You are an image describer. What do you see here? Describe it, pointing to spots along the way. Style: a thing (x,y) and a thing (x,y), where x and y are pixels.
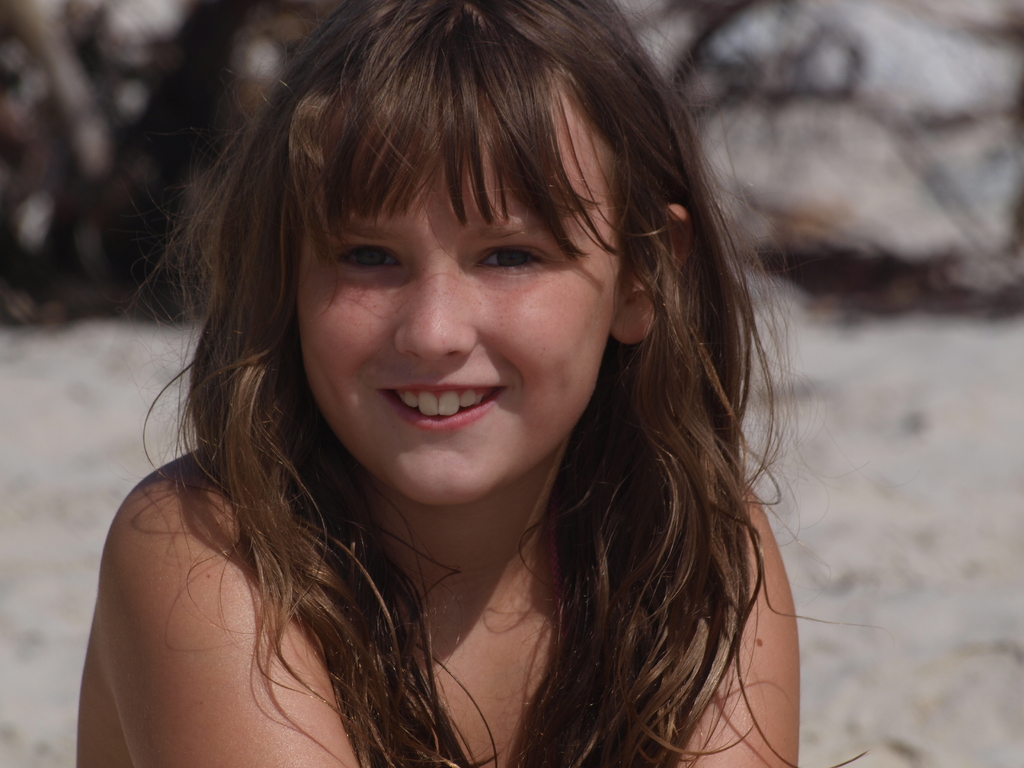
As we can see in the image in the front (412,250) there is a girl (345,237) and in the background (859,213) there are rocks (831,130) and the background (979,155) is little blurred.
